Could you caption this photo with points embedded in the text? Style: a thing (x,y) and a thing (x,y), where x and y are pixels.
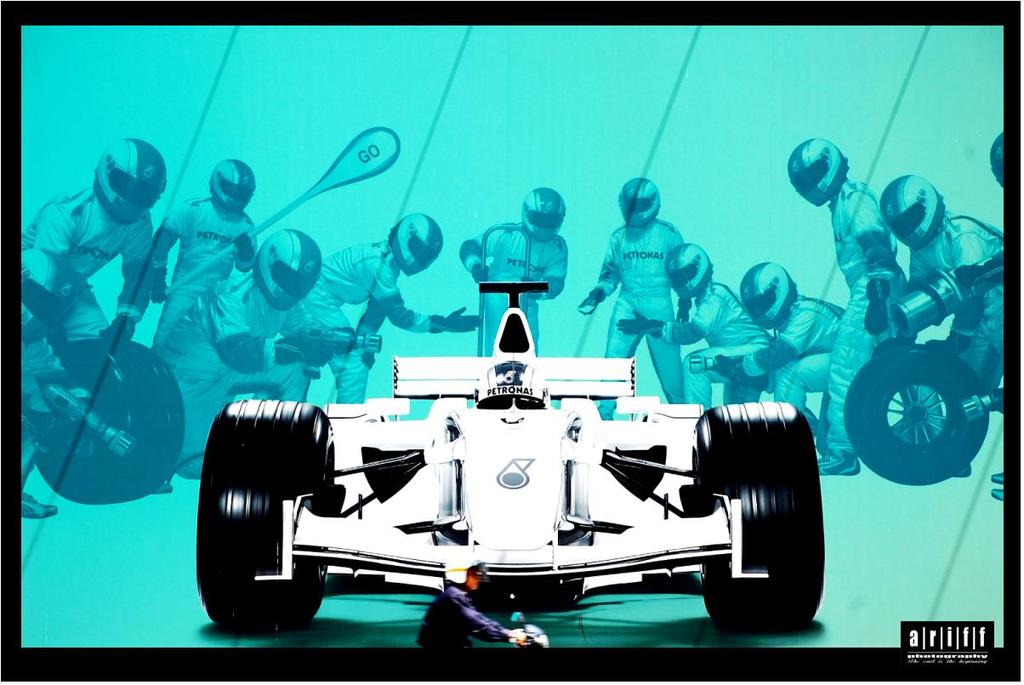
It is the animation image in which there is a car (517,459) in the middle (456,426) and there are workers (344,273) around the car (463,477). They are holding the tools (875,366) like tyres (881,401), rods (380,156) and fitters (354,344).
